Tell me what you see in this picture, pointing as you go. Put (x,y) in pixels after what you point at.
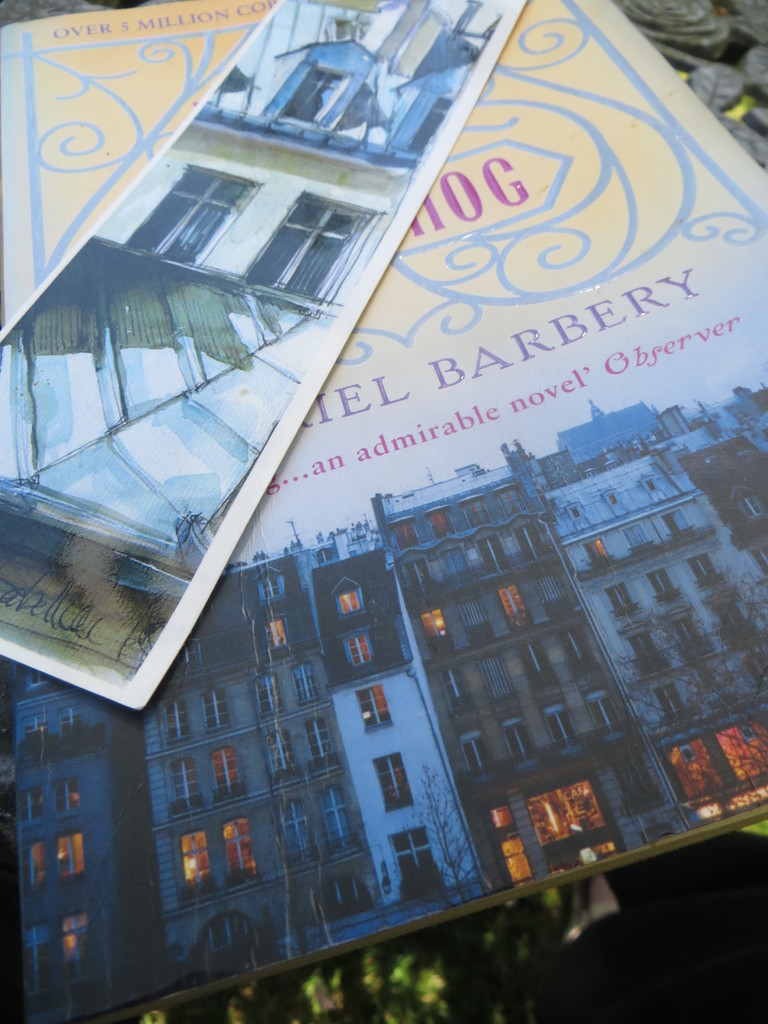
In the picture I can see a book (104,203). I can see the drawing (389,577) of a building (550,533) on the book (500,612).
